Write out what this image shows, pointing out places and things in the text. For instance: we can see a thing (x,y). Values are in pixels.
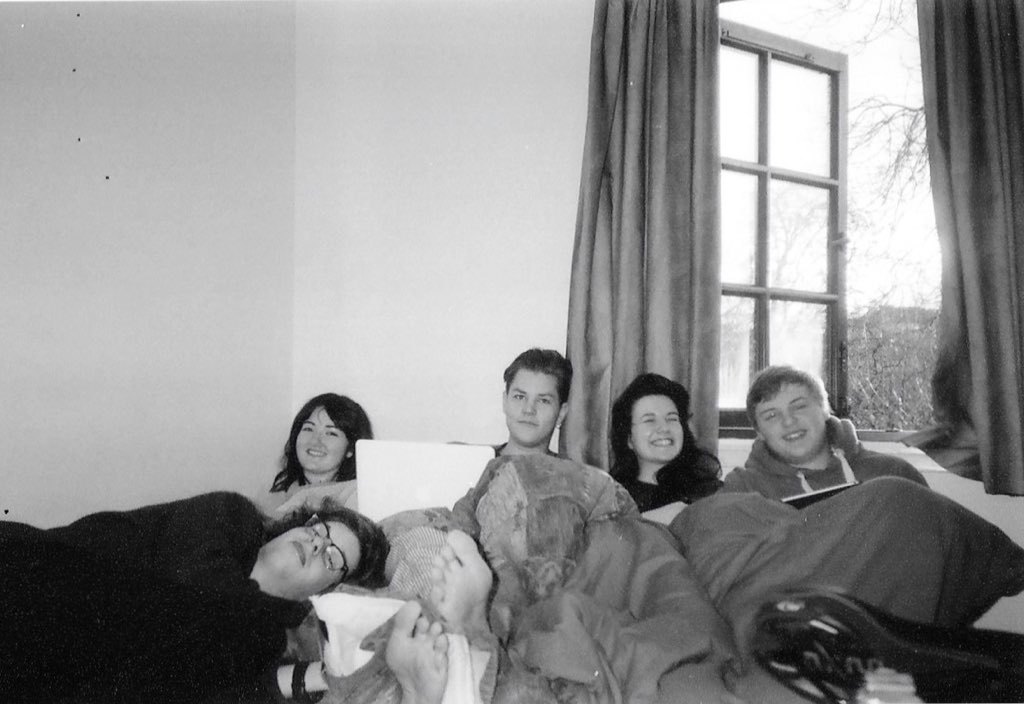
This is a black and white image. In this image we can see people (238,643) and there are blankets (877,580). In the background (302,350) there is a wall (508,291) and a window (734,307). We can see curtains (957,222). There are trees (901,140) and sky (878,23).
